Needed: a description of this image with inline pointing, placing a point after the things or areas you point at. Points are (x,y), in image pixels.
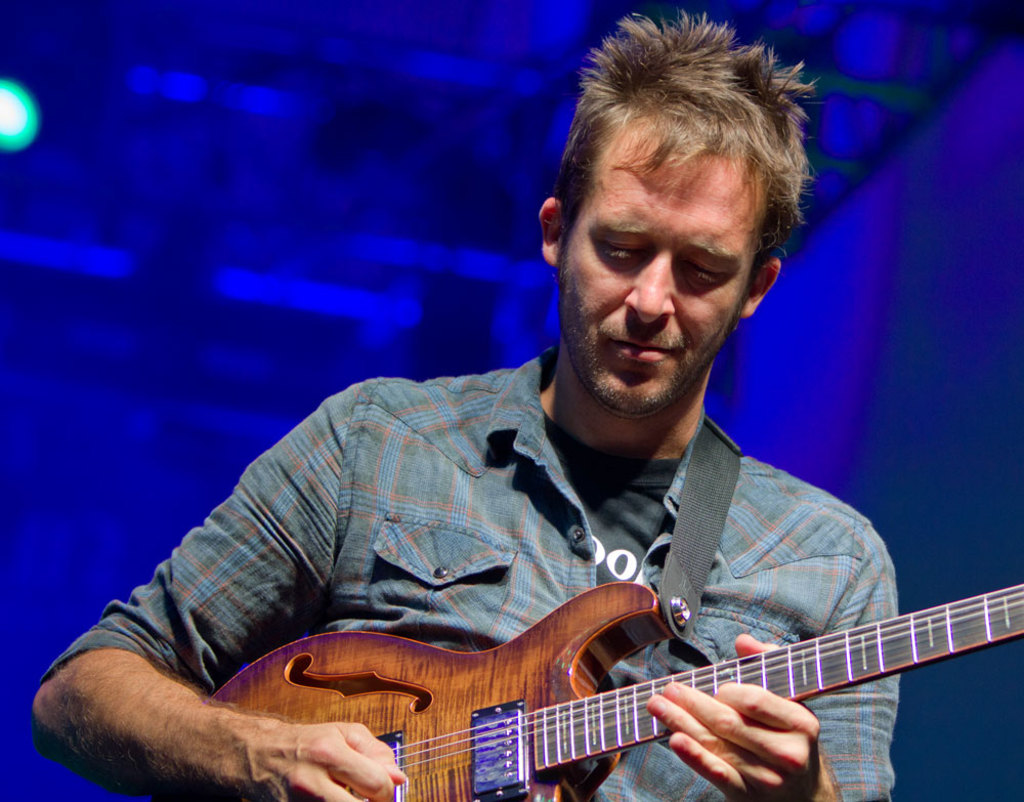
In this image I can see a person (464,491) who is playing guitar (580,645) and in a background (9,333) we can see a blue light (397,166).
